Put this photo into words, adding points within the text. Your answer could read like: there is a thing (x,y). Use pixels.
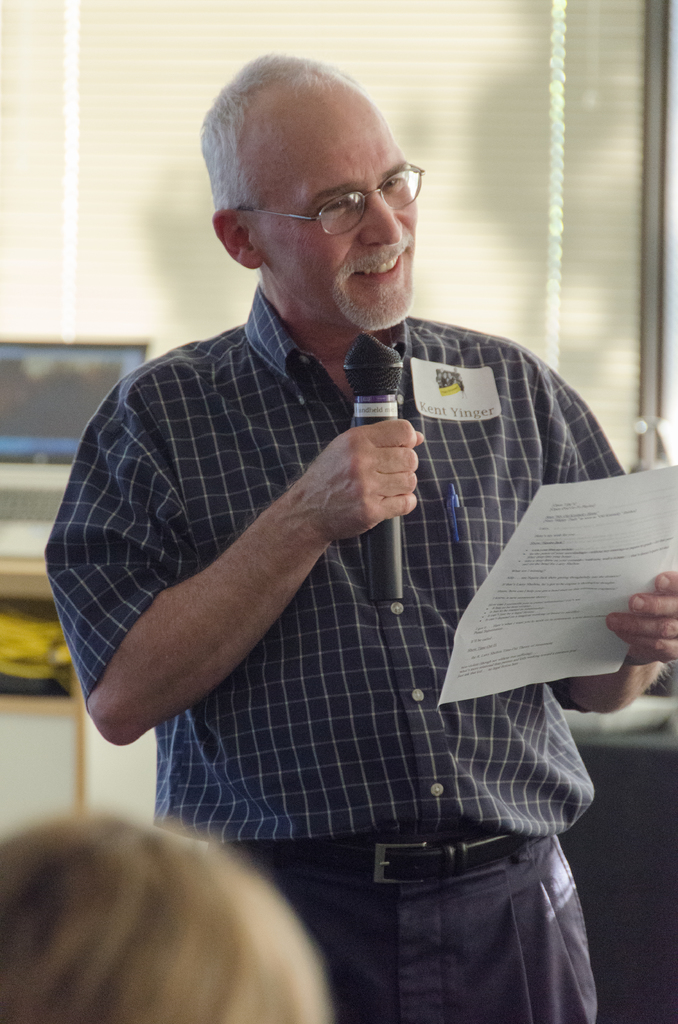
In this image, we can see a old human (337,553) is holding a microphone (391,569) and paper (550,572). On his shirt (488,506), there is a pen (453,496) and sticker (434,403) on it. He is smiling. He wear a glasses (335,222). At the bottom (199,937), we can see a human head (157,920). And back side, we can see ash color cupboard (606,790) and white and cream color cupboard (47,729) on left side (40,714). and here we can see a laptop (46,413), here there is a glass window (171,271) and shade (167,284).
